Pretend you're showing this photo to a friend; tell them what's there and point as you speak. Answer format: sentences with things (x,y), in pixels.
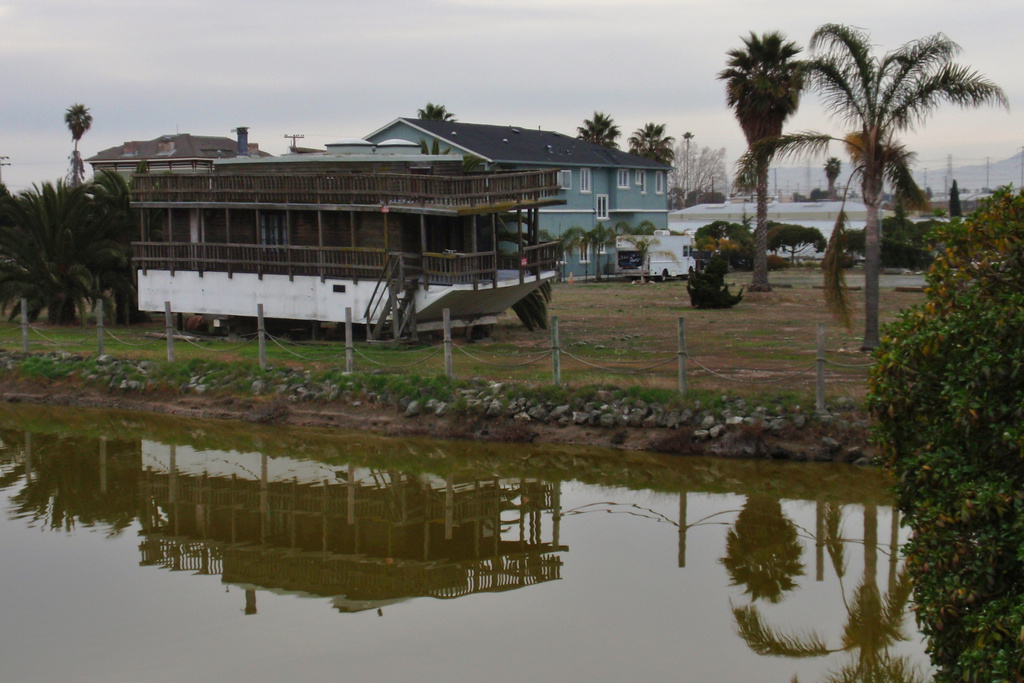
In this image, we can see some trees (1008,391) and roof houses (388,125). There is a wooden house (403,255) and vehicle (684,259) in the middle of the image (667,270). There are poles (819,370) beside the lake (377,547). At the top of the image (556,61), we can see the sky (431,38).
